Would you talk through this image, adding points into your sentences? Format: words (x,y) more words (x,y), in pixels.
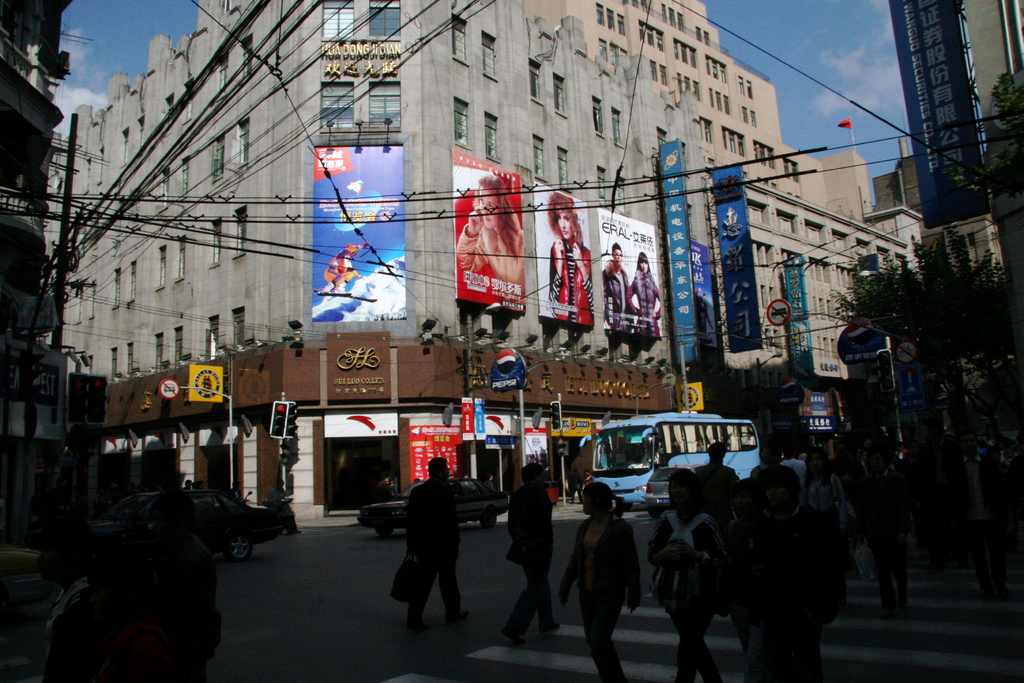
In this image I can see few buildings (273,386), glass windows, lights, banners (348,255), signboards (220,389), traffic signals (283,464), few stores (351,482), flag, current poles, wires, few vehicles (459,510) and few people (422,536) walking on the road (245,639). The sky (857,58) is in white and blue color.
